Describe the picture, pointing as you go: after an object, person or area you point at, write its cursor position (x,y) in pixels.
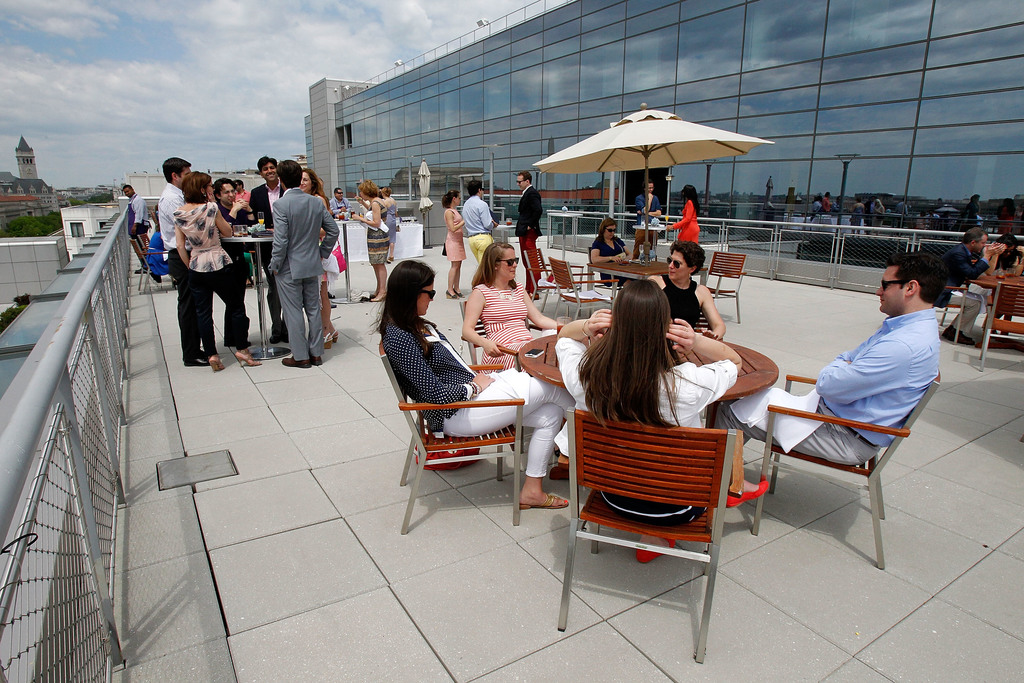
In this image I can see people (316,201) where few of them are standing and few are sitting on chairs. I can also see few buildings (48,198), trees (50,230) and clear view of sky (243,96).
